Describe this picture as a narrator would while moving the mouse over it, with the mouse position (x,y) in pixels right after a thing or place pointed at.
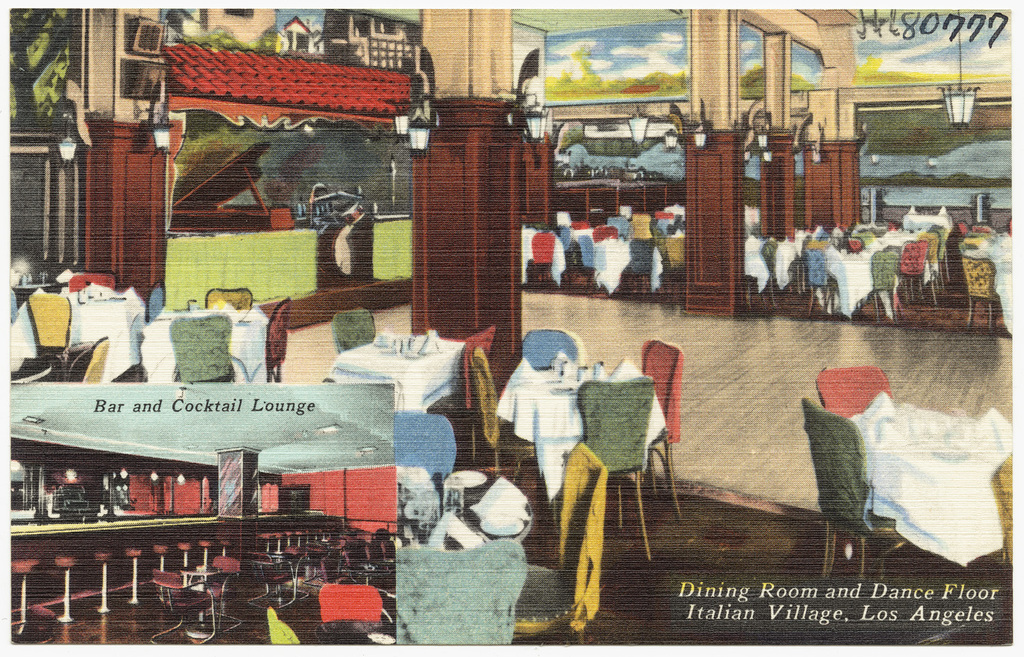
This is a poster, in this image there are some pillars (438,241), tables (397,397), chairs (630,417), and on the tables (881,433) there are clothes (920,450), glasses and some objects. And on the left side of the image (156,497) there is bar (172,549), chairs (221,563), pillars (230,498), ceiling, lights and floor (144,616). And in the background (901,182) there is a wall (920,158), and on the wall (901,165) there is art (912,148) and also we could see some lights (957,100), and some other objects (159,39). At the bottom (618,506) there is floor (765,492), and there is text (722,609).
